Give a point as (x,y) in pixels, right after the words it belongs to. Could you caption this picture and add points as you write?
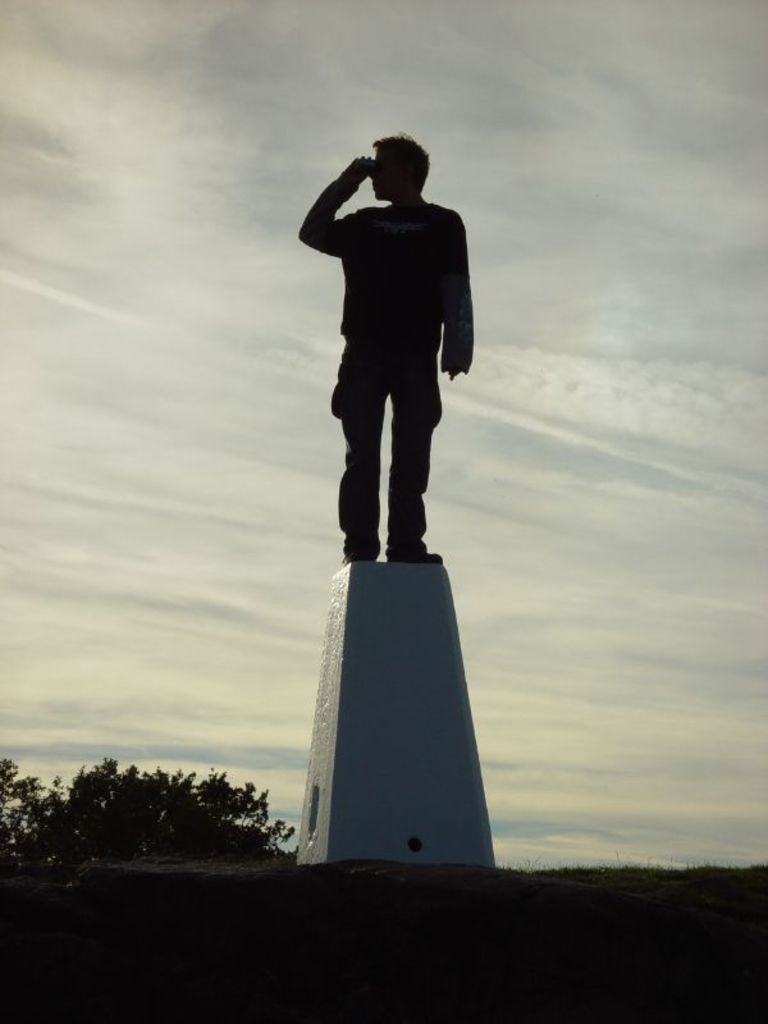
This picture is clicked outside. In the center (395,364) there is a person (397,230) standing on a cement object (404,663). In the foreground (648,912) we can see the grass (671,891) and some plants (210,820). In the background (281,50) there is a sky (127,424) which is full of clouds (680,341).
